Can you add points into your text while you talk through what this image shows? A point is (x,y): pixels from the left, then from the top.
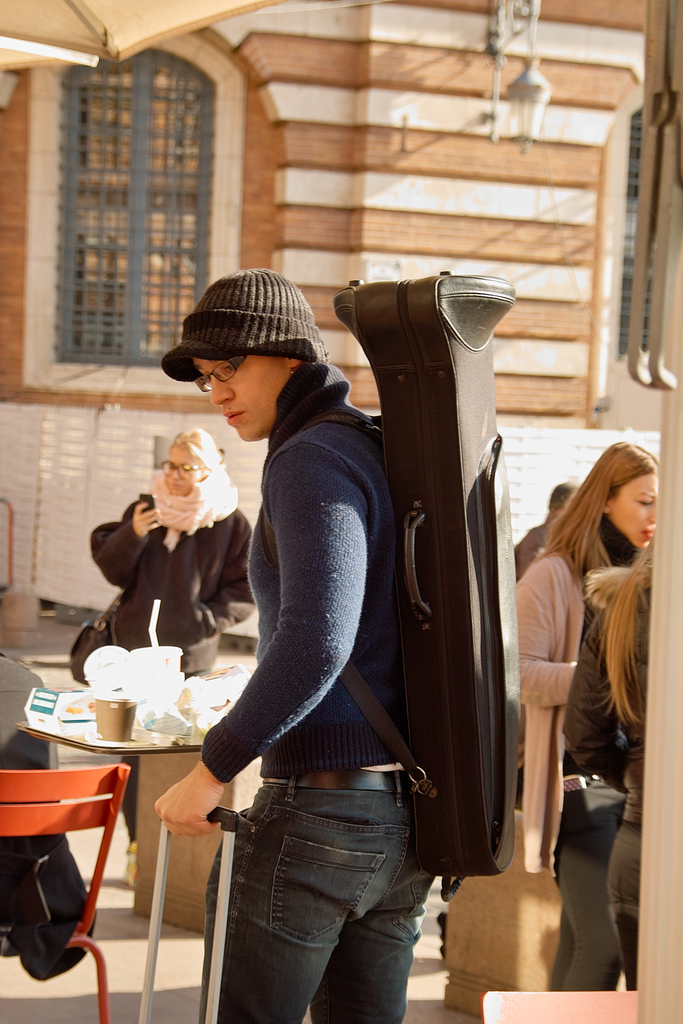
In the image we can see there is a person (310,706) who is carrying a backpack (472,575) and there are women (191,547) who are standing on the road (417,1015).
